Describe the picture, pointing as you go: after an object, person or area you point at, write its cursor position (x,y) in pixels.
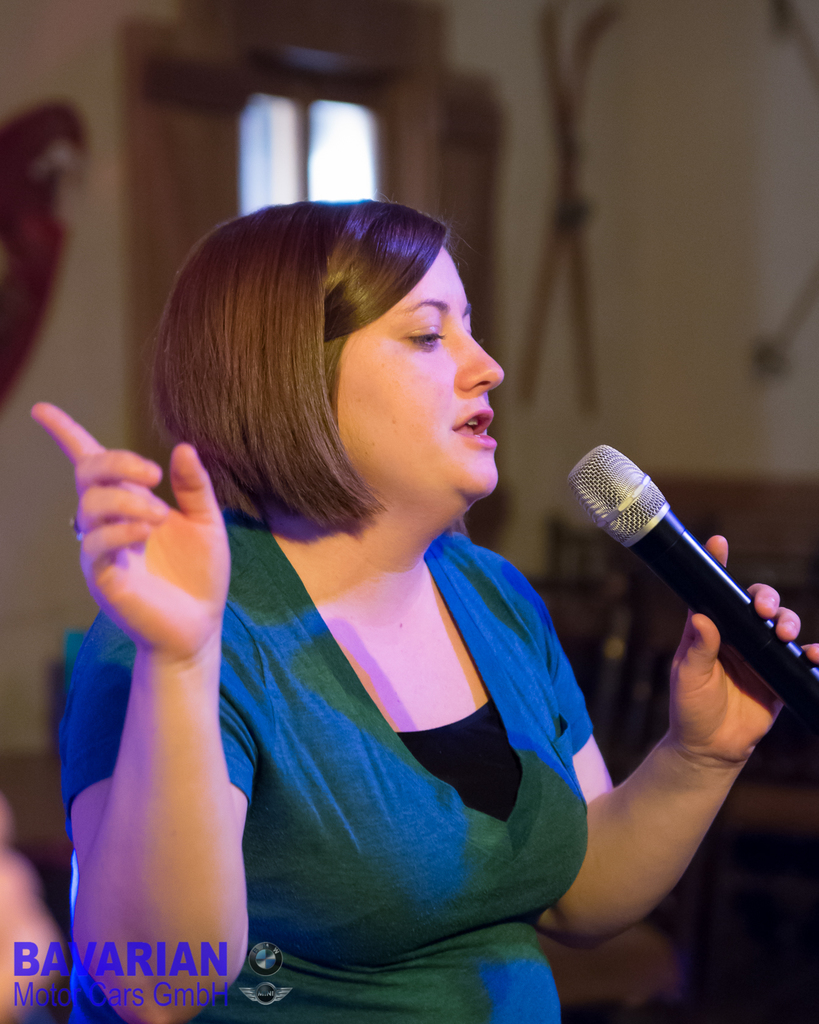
In the picture there is a woman (264,383), she is holding a mic (689,589) and she is wearing blue dress (425,779) and the background of the woman (439,242) is blur.
